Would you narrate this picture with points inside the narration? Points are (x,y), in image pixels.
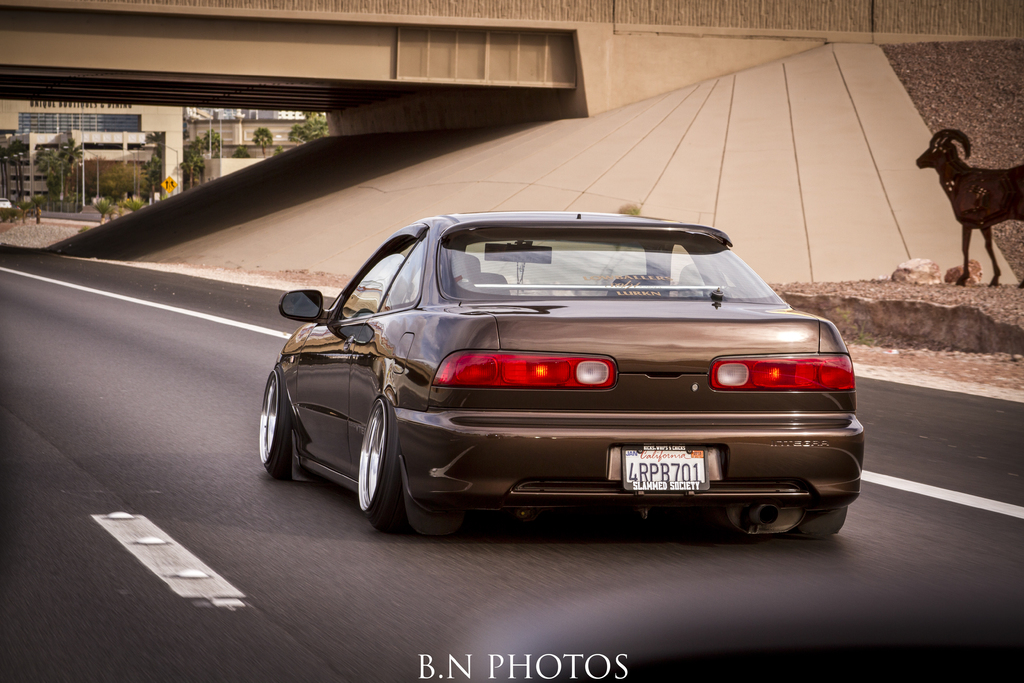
There is a road (214,413). On the road (176,466) there is a car (498,375). On the right side (981,178) we can see a sculpture of the sheep (968,200) on the ground (935,295). Also there are stone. There is a bridge (228,59). In the back (110,169) there are trees (53,157) and buildings (111,123). At the bottom (465,668) there is a watermark (465,668) on the image.
